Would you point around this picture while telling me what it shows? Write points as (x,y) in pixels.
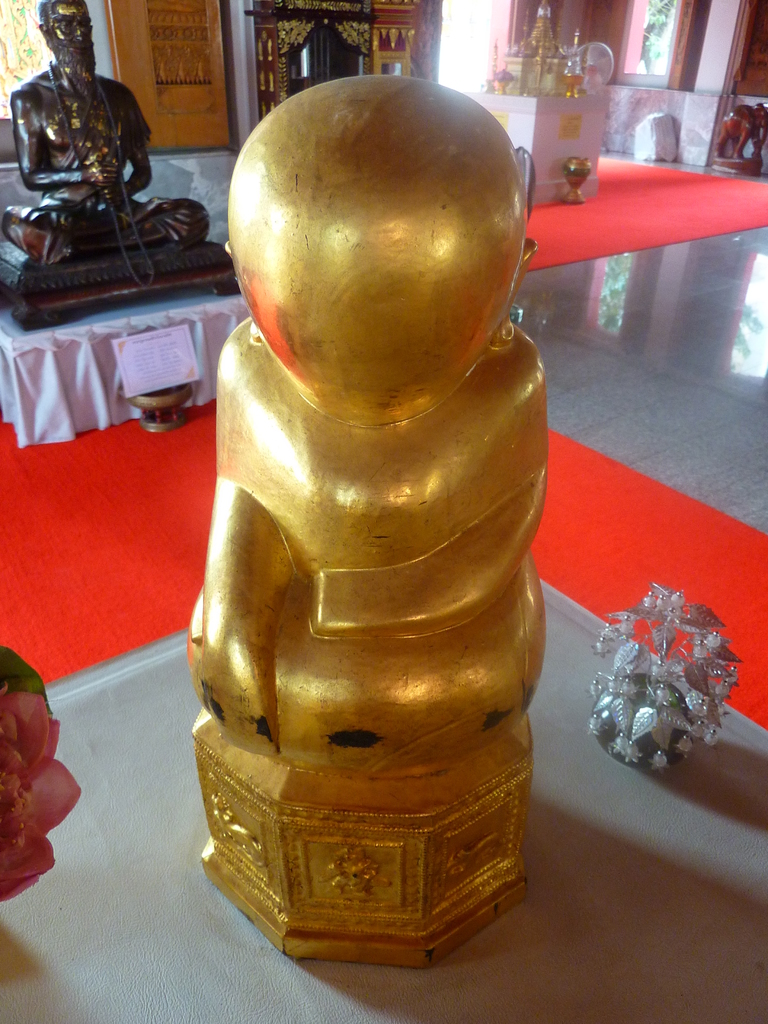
In this picture we can see some sculptures (213,536) are placed on the table (111,925) in a room (688,15).
